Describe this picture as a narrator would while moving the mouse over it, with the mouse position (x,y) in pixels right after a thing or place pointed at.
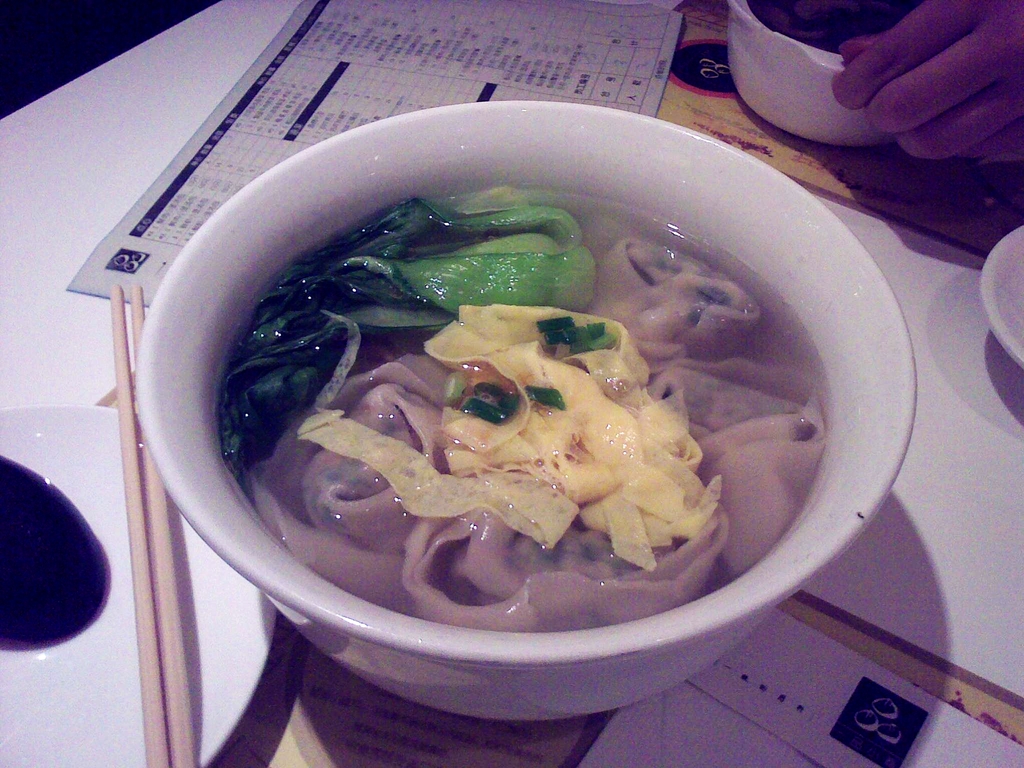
Here I can see a table (63,101) on which a bowl (697,170), chopsticks (141,511), saucers (224,629) and papers (454,62) are placed. This bowl (216,308) consists of water (474,192) and some food item (380,381). At the top of this image (840,84) I can see a person's hand (908,65) holding a bowl (803,62).
